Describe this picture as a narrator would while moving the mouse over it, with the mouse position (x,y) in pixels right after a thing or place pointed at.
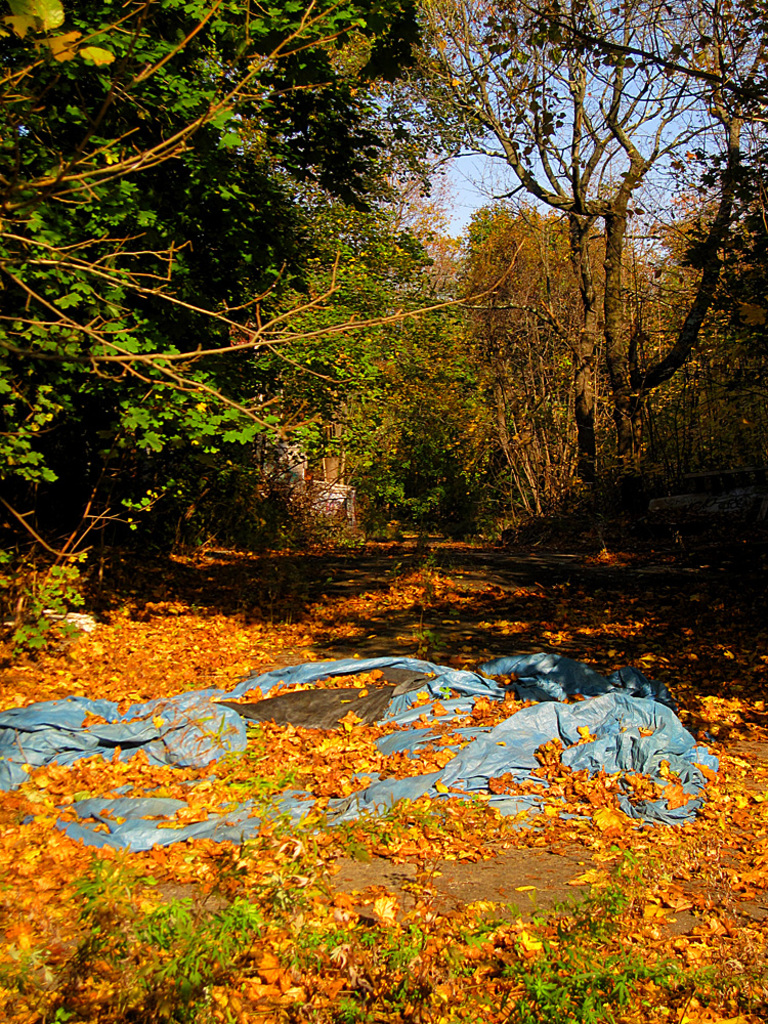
In this image in the background (318,234) there are a group of trees (434,414), and at the bottom (46,903) there are some dry leaves (356,831).
